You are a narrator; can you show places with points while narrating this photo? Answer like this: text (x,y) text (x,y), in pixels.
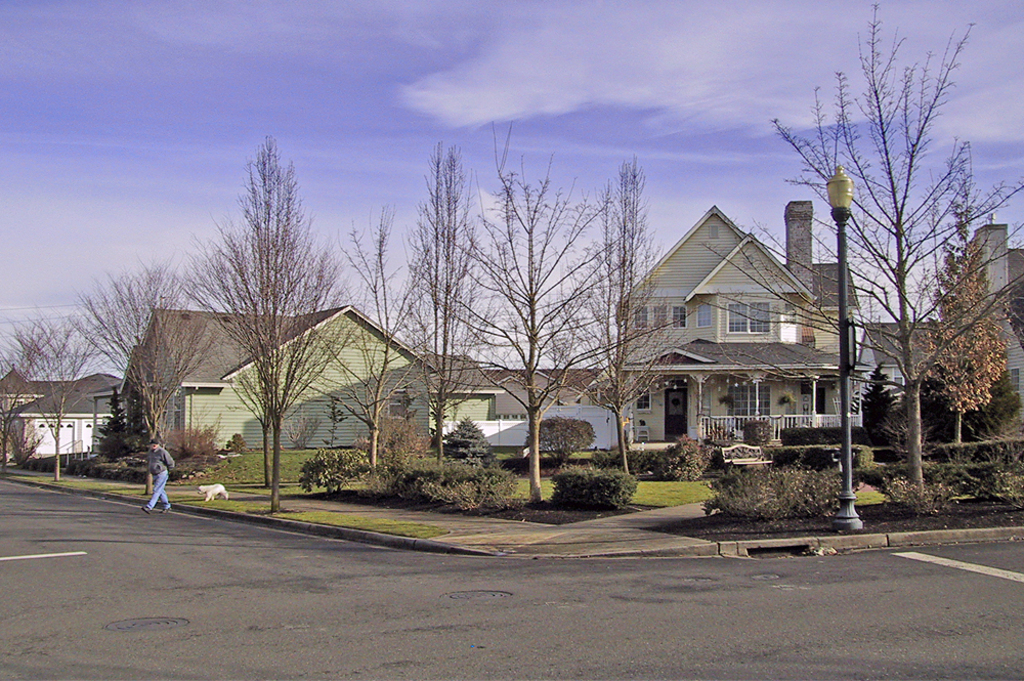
This image is taken outdoors. At the top of the image (138,156) there is the sky (594,75) with clouds (599,90). At the bottom of the image (482,600) there is a road (105,575). In the background (221,417) there are many houses (661,405) and buildings (778,356). In the middle of the image (440,395) there are many trees (167,394) and plants (871,470). There is a pole (850,368) with a street light (846,195). A man (160,485) is walking on the road (181,519) and there is a dog (215,492).
